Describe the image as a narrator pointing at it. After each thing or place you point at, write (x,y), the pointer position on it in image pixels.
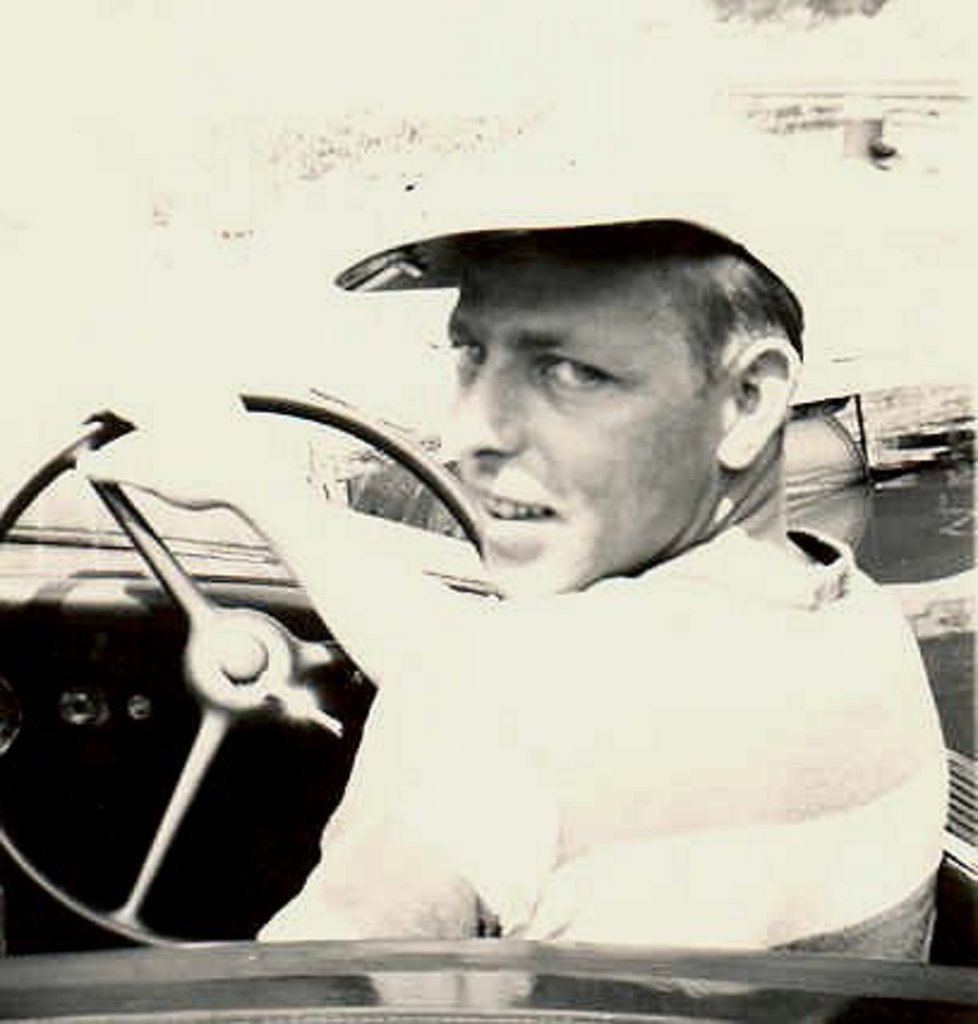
In this picture we can see a man (563,714) inside the car (144,840), this is the steering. And he wear a cap (617,184).
